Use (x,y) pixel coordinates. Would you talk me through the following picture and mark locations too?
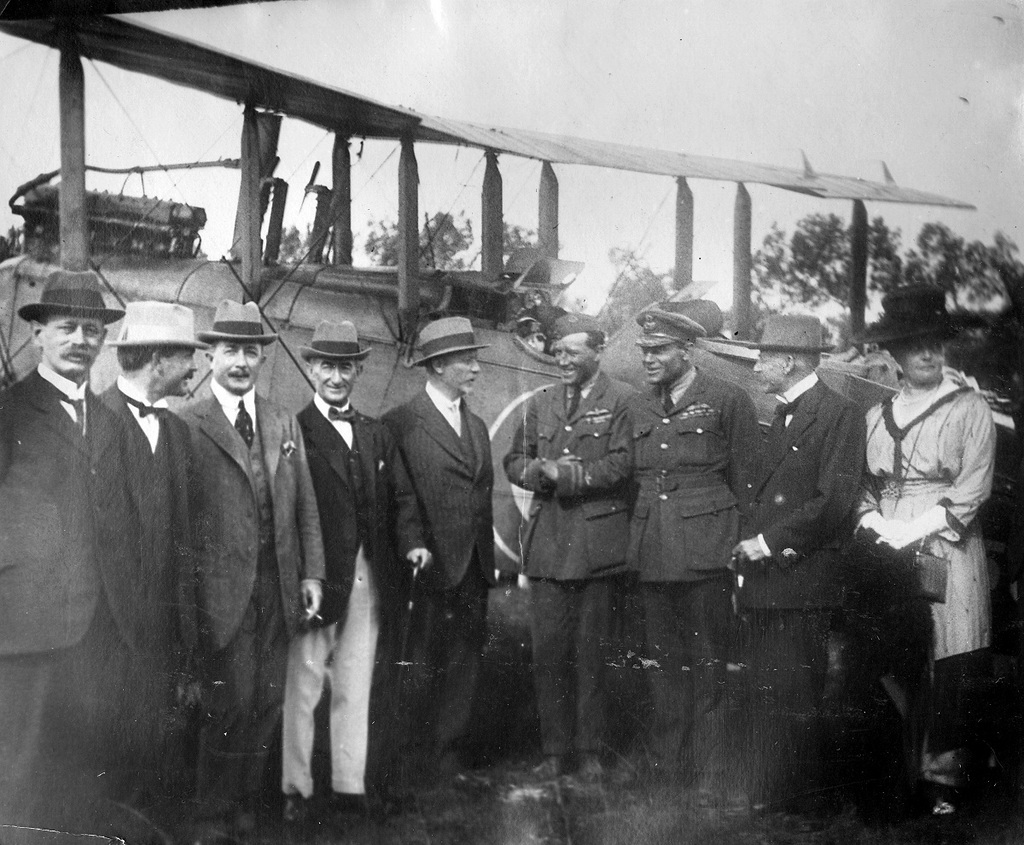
In this image I can see there are few persons (258,424) wearing caps (694,321) visible in foreground (143,433), in the background (388,407) I can see an aircraft (111,210), at the top (517,71) I can see the sky (887,124) and trees (762,263) visible in the middle (636,293).
